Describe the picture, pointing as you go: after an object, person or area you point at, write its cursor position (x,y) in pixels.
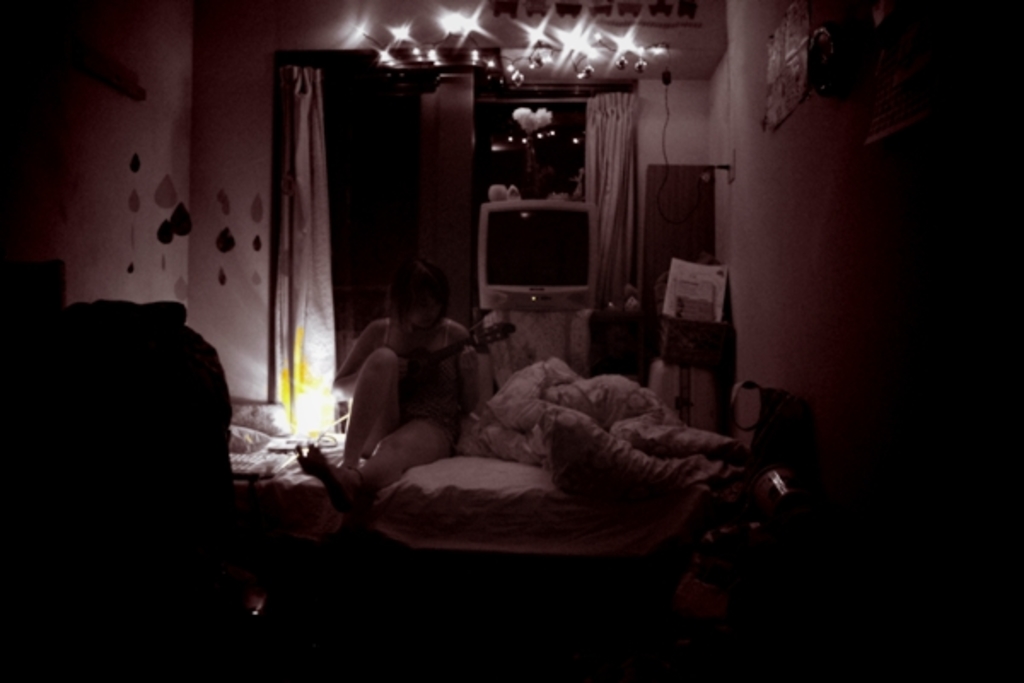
In this picture there is a woman (438,336) who is holding a guitar (488,332). She is sitting on the bed (448,491), beside her we can see the pillows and blankets (605,434). In the background (497,155) we can see the door (359,293), television (536,266), window (548,183), cloth (623,247) and other objects (692,277). At the top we can see the light (467,16).
